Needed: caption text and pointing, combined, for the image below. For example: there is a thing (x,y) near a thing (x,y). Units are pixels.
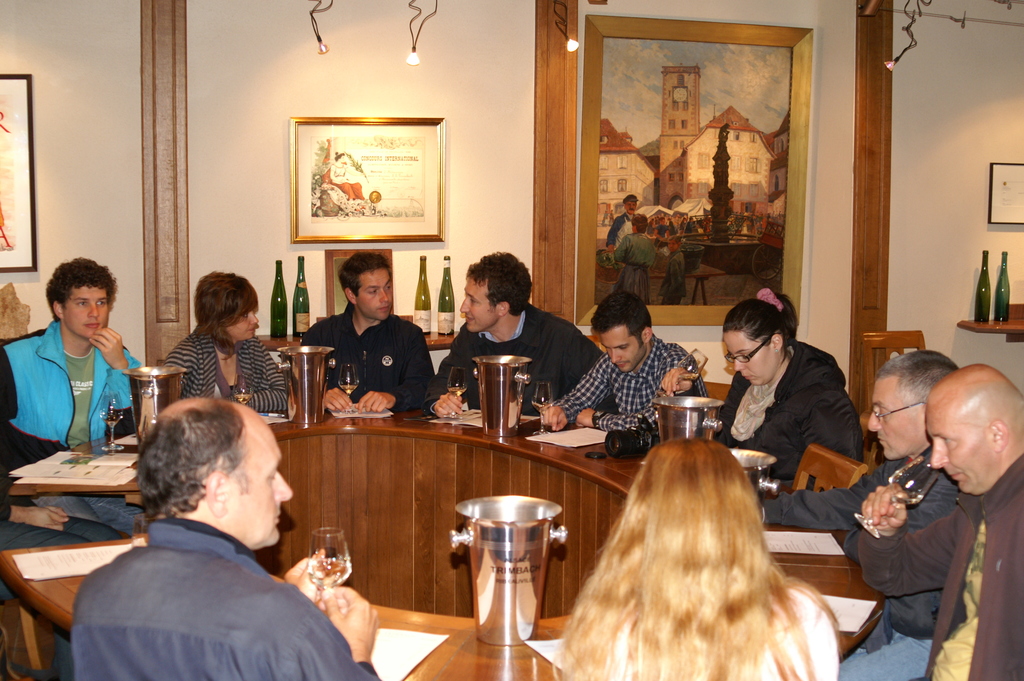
In this picture we can see a group of people (580,357) sitting on chairs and in front of them there is table (433,680) and on table (114,550) we can see papers (93,468), jar (145,395), glass (544,392), camera (623,444) and in background (289,247) we can see wall (914,99) with frames (407,122), light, bottles (429,309).
